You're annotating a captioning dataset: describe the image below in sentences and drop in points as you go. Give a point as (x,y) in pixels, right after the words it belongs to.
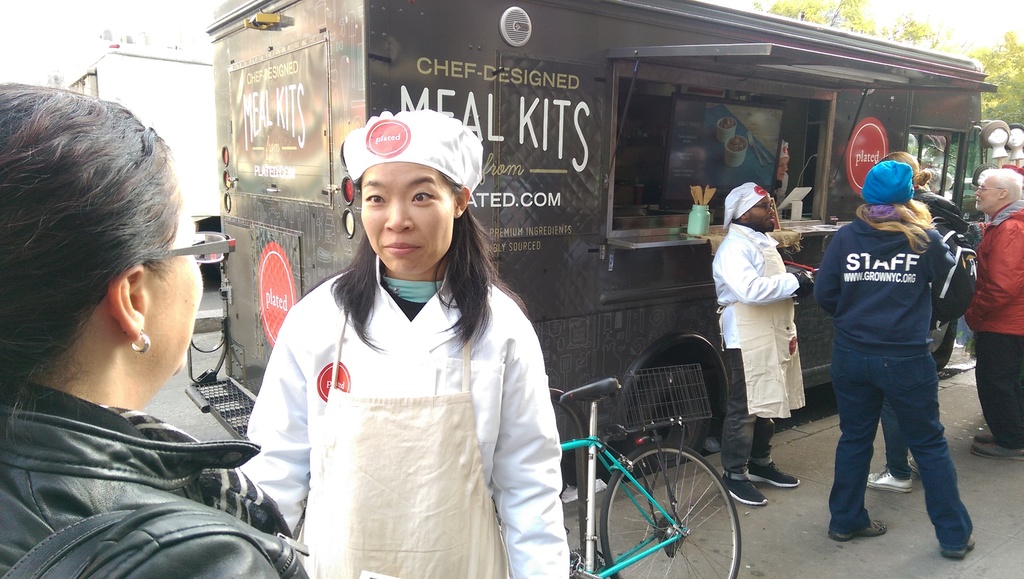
In front of the picture, we see two women (363,338) are standing. The woman (363,338) in the white apron (405,503) is standing and she is smiling. Behind her, we see a bicycle (672,523). On the right side (801,279), we see four people (872,290) are standing. In front of them, we see a food truck (358,58) in black color with some text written on it. On the left side (183,70), we see a truck (168,119) in white color. There are trees (1023,87) in the background (1016,75).
